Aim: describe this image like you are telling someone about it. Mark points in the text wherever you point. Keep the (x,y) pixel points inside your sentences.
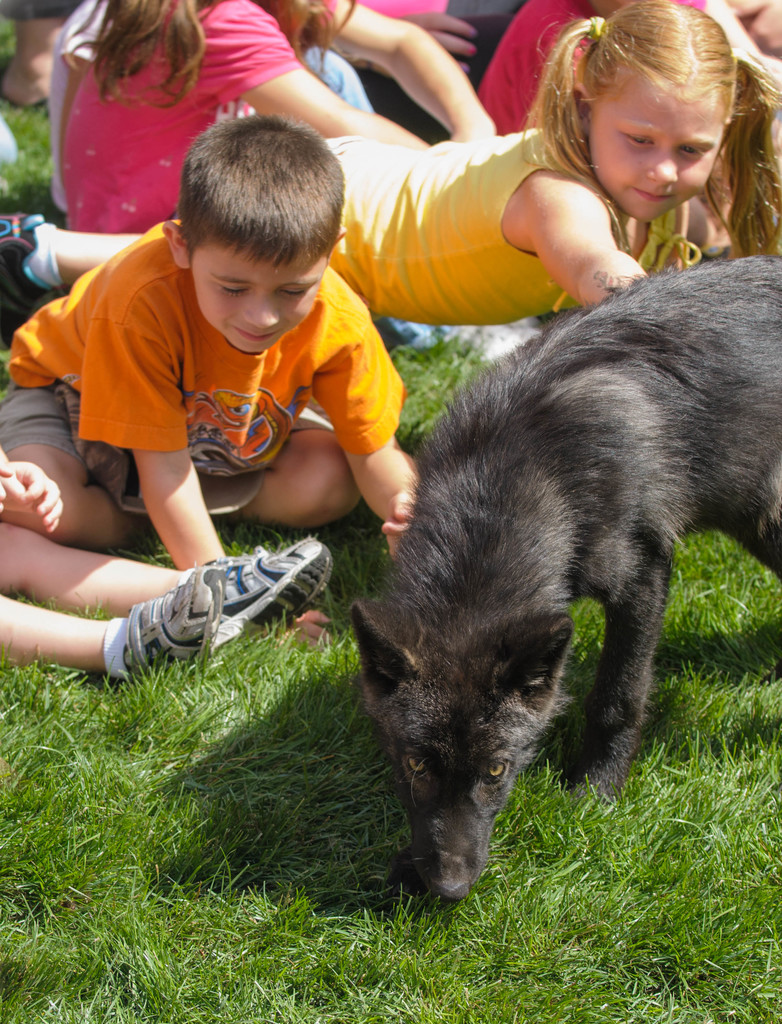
In this picture we can see some kids (391,400) sitting on the grass (213,892). And this is dog (554,590).
